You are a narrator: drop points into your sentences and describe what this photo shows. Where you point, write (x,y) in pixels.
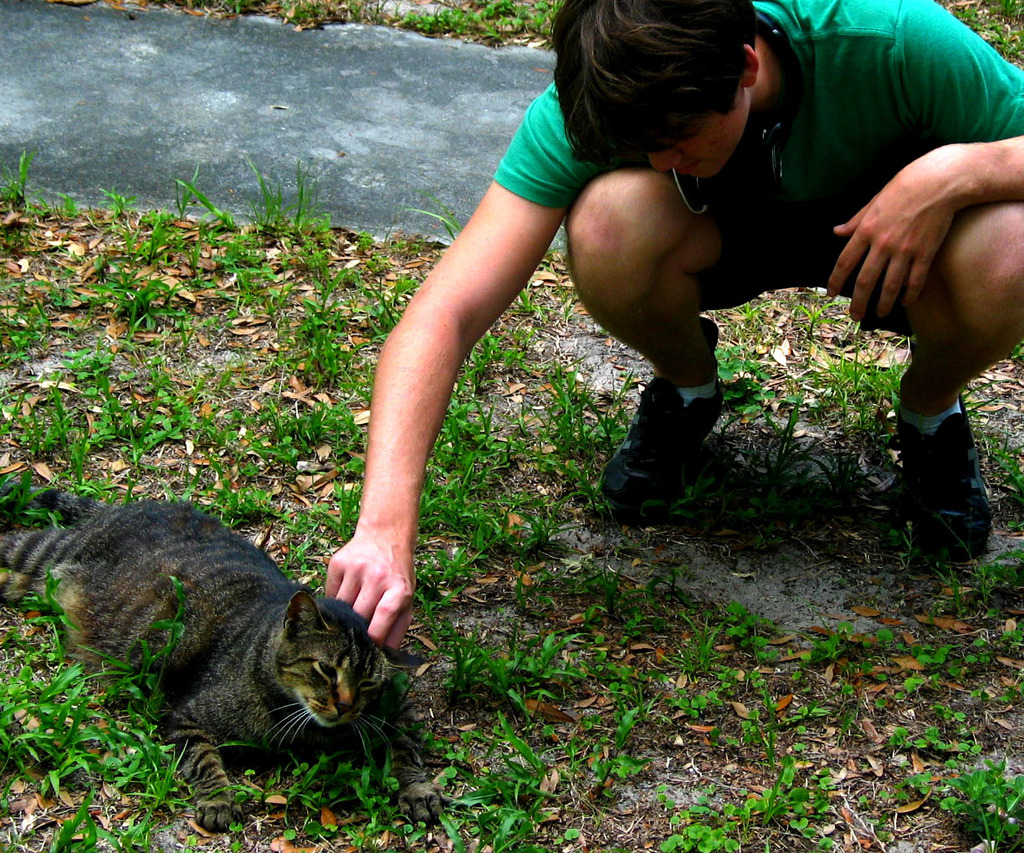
Bottom left side of the image (310,682) there is a cat (374,672) on the grass (152,372). Top right side of the image (851,23) a person (564,188) is sitting and touching the cat (237,583).
